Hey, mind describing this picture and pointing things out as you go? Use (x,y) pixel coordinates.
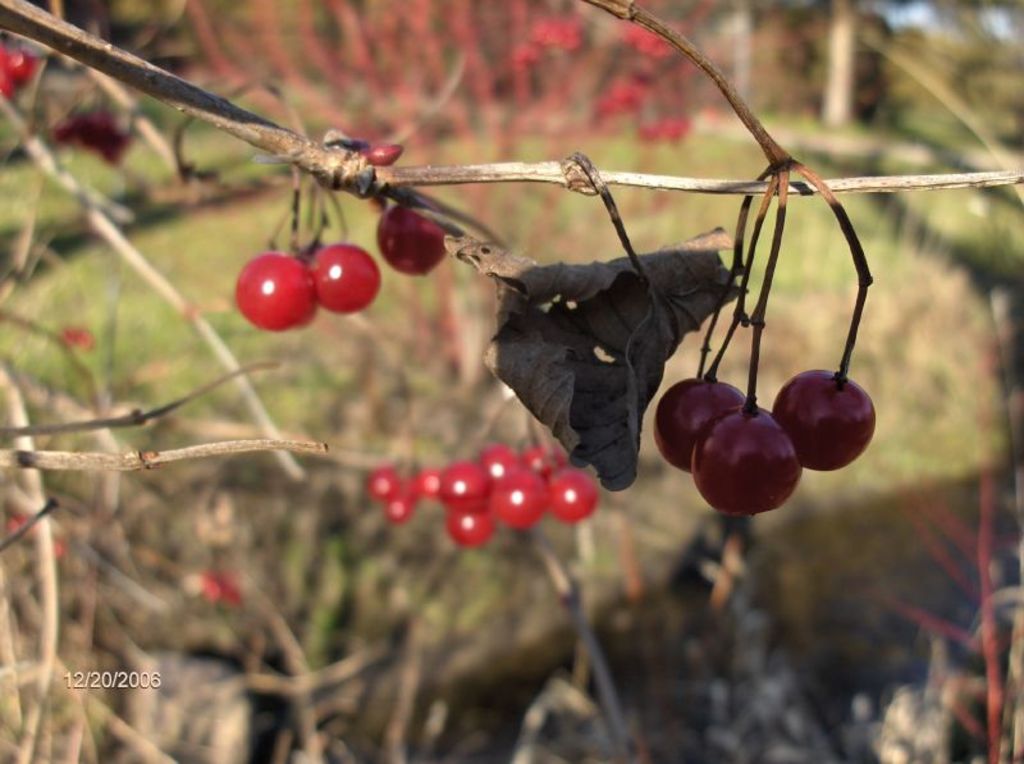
In this image I can see berries (549,469) on plants (629,476). The background of the image (407,431) is blurred. Here I can see a watermark (104,676).
